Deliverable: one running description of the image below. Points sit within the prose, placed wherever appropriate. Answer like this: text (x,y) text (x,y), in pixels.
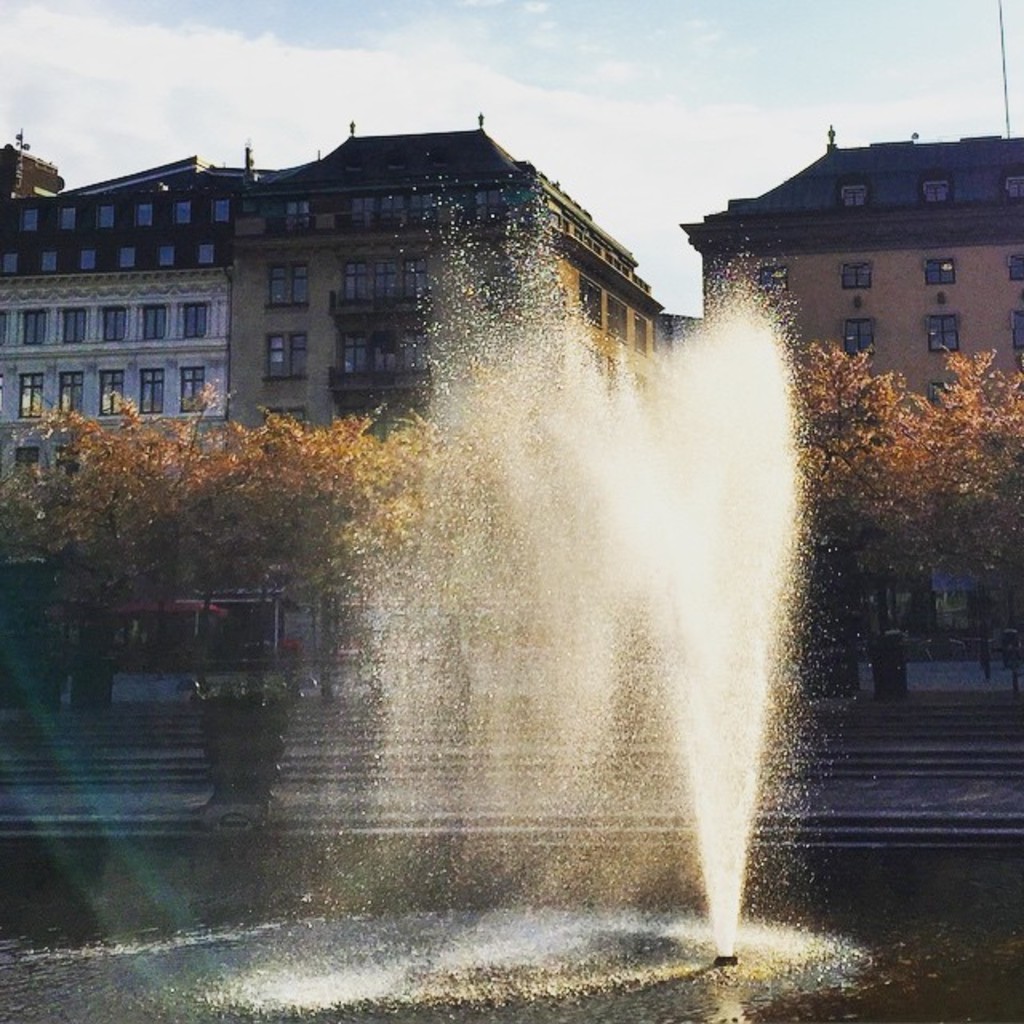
At the bottom of the picture (488,944), we see the water (37,1004) and the fountains (728,913). Beside that, we see a staircase (891,737). There are trees (164,593) and buildings (221,416) in the background (631,343). At the top of the picture (325,88), we see the sky (470,93).
